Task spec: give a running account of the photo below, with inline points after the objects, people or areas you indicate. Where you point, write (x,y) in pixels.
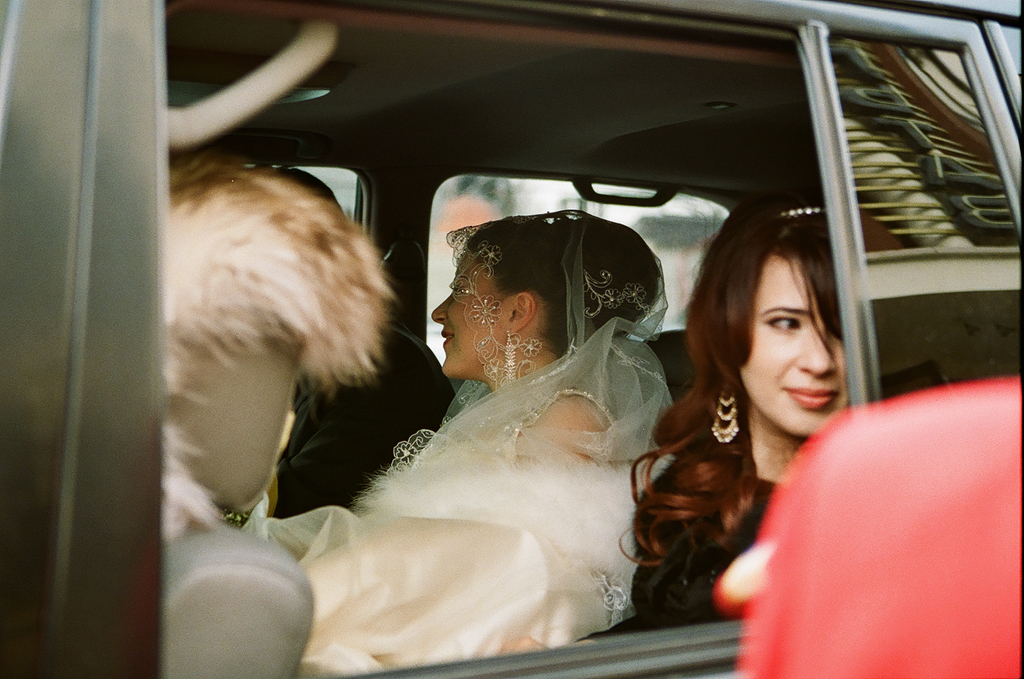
In this image there is a car (858,210) inside the car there is a bride (417,492) and bridegroom (392,416) beside them there is another lady (699,467) who is sitting with them.
